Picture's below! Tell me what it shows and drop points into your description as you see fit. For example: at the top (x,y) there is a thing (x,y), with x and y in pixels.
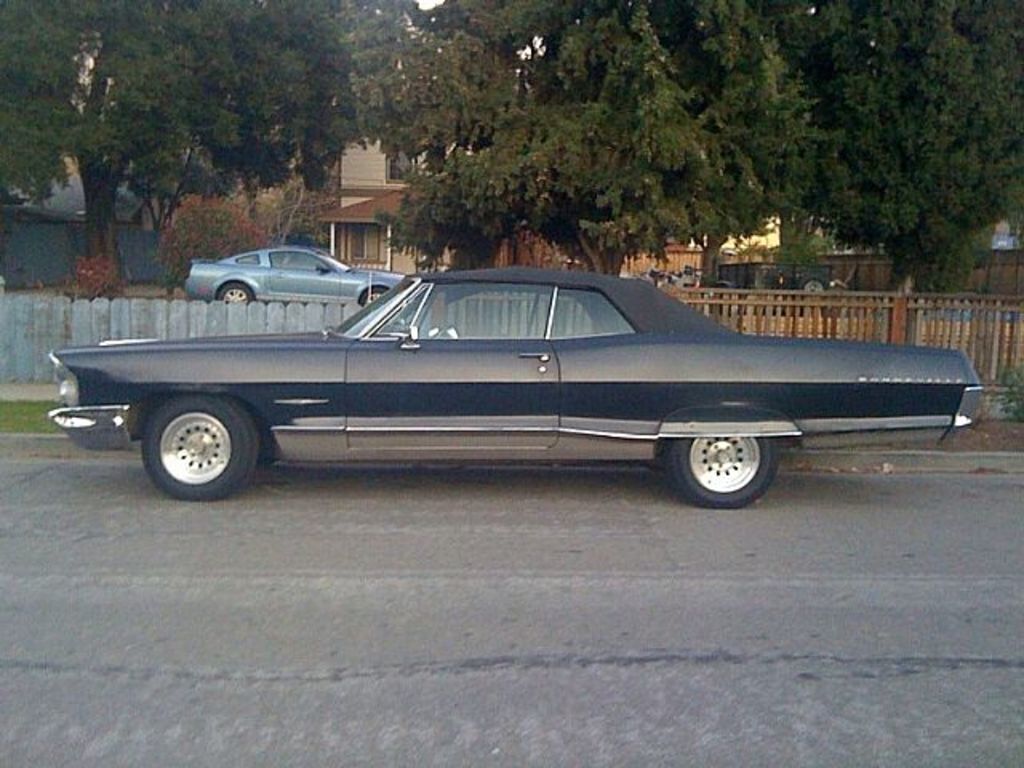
In this image I can see the road (355,570), a black colored car (491,423) on the road (518,472), the railing (947,320), another car (292,290) and few trees (427,159) which are green in color. In the background (374,160) I can see few buildings (374,160) and the sky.
